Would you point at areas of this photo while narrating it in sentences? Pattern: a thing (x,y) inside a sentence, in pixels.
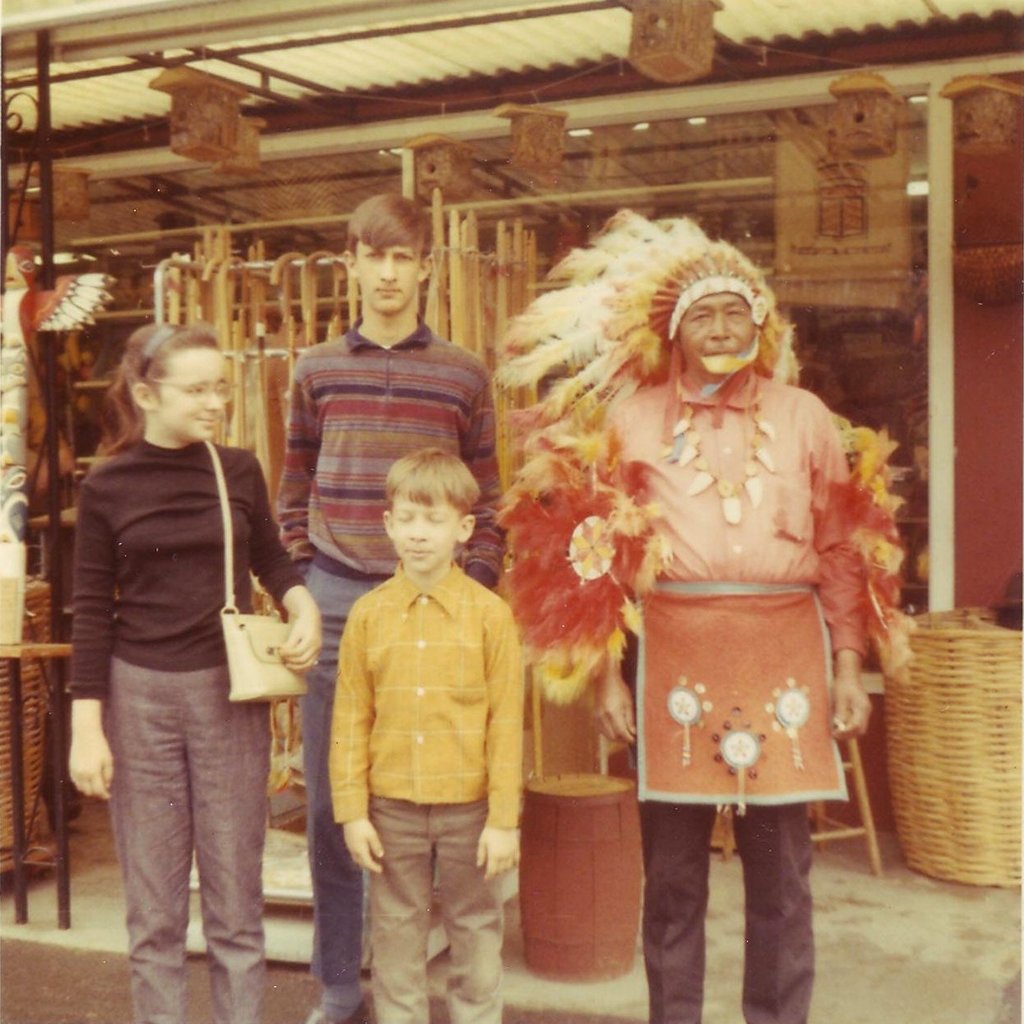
There are three children (213,506) and a person (811,432) in different color dresses (487,615) standing on a floor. In the background (1013,701), there is a tin (576,858), basket (986,722), a roof (363,22), lights (923,187) attached to the roof (493,127), some objects (845,90) which are attached to the roof (759,61) and other objects (449,232).
